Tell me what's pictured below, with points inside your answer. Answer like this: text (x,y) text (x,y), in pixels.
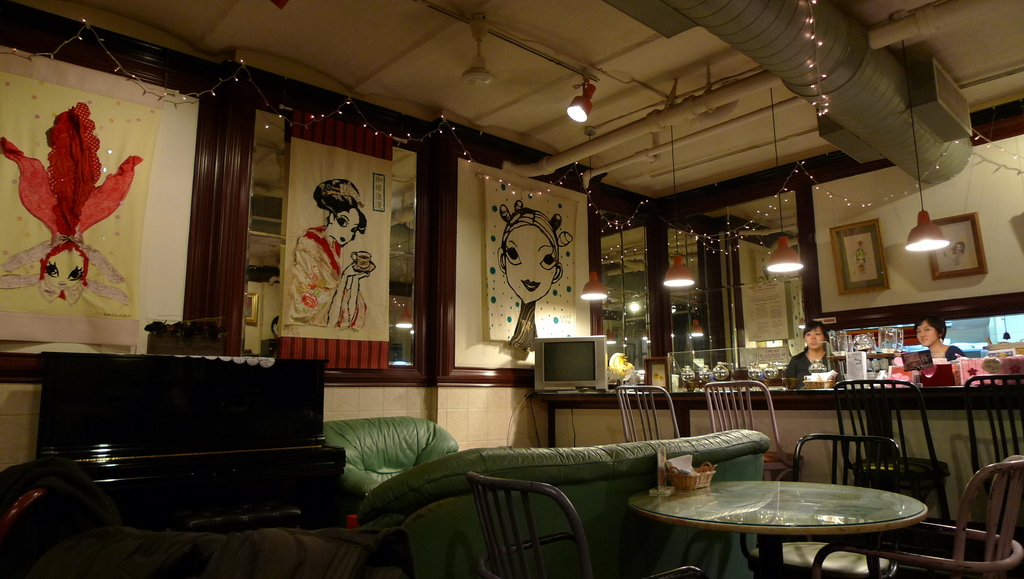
In this image, we can see an object (236,452) which is in black color and there are sofas (541,495), chairs (537,499), tables (684,489), glasses (900,346). In the background (926,323), we can see some people (927,338) standing and there are frames (540,238) and mirrors (637,358) placed on the wall (657,256) and we can see some lights (610,359) and there is a TV (573,365).
